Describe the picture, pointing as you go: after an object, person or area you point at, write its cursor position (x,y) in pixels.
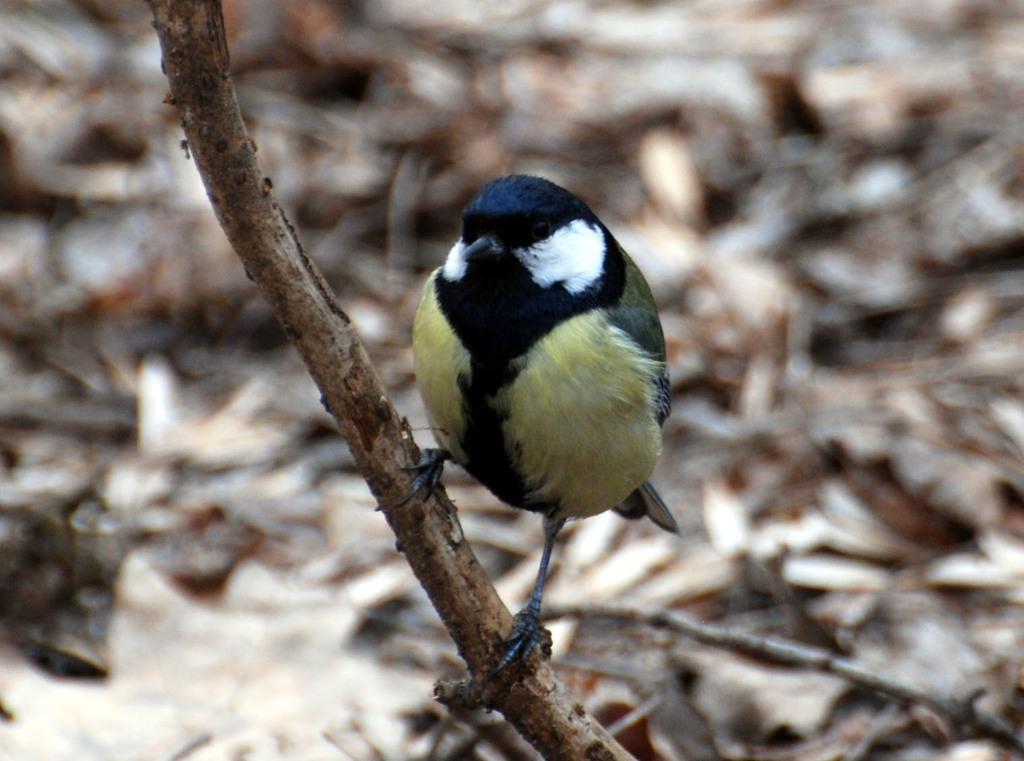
In the picture we can see a stem (321,311) on it, we can see a bird (623,447) standing and the bird (570,303) is black, yellow and white in color and in the background (176,387) we can see a surface (51,358) with dried leaves (232,303).
